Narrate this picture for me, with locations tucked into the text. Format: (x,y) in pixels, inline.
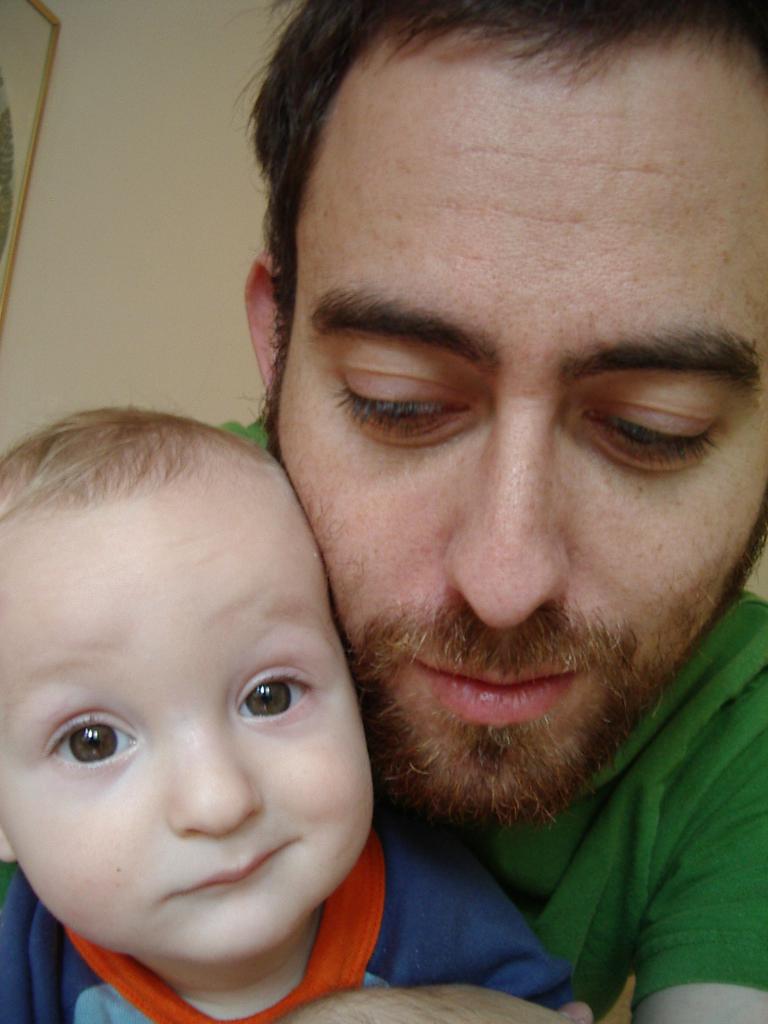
In this picture we can see a man (604,723) and a child (312,875) in the front (180,873), in the background (163,292) there is a wall (169,131).
